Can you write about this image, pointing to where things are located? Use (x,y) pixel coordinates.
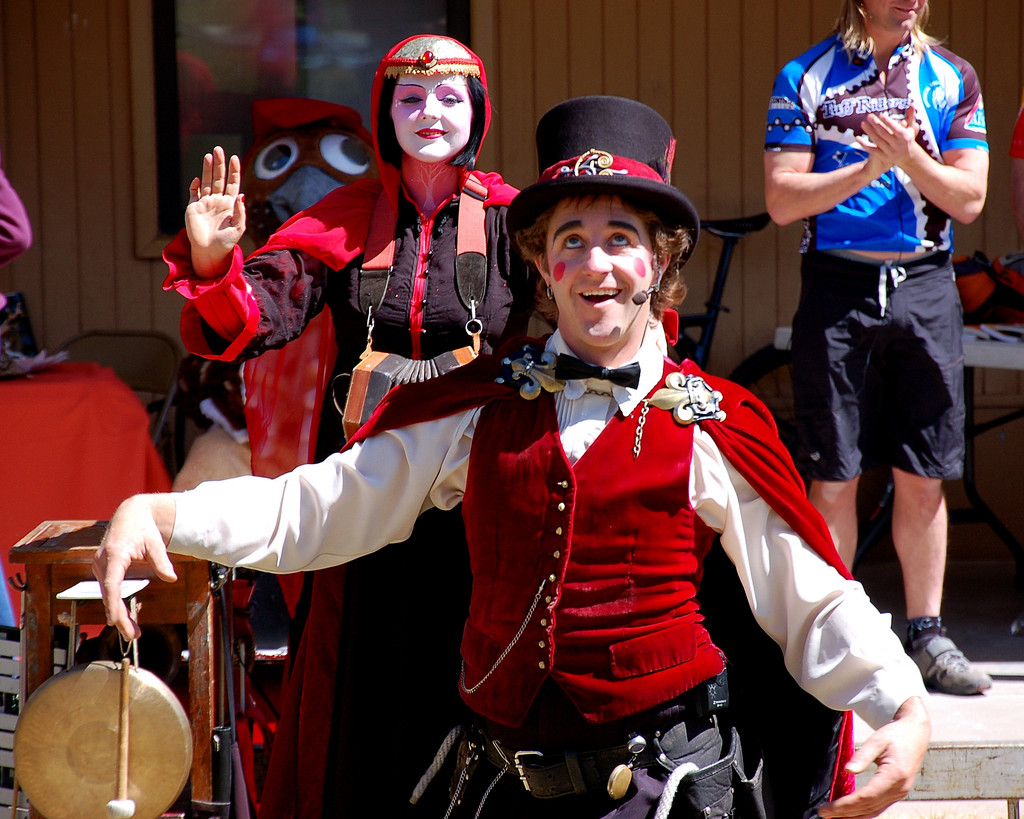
In the center of the image (622,326) we can see persons (741,420) with costumes (460,455) standing on the ground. In the background (873,108) we can see persons (820,82), toy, bicycle (709,312), house (638,56) and window (328,61).
